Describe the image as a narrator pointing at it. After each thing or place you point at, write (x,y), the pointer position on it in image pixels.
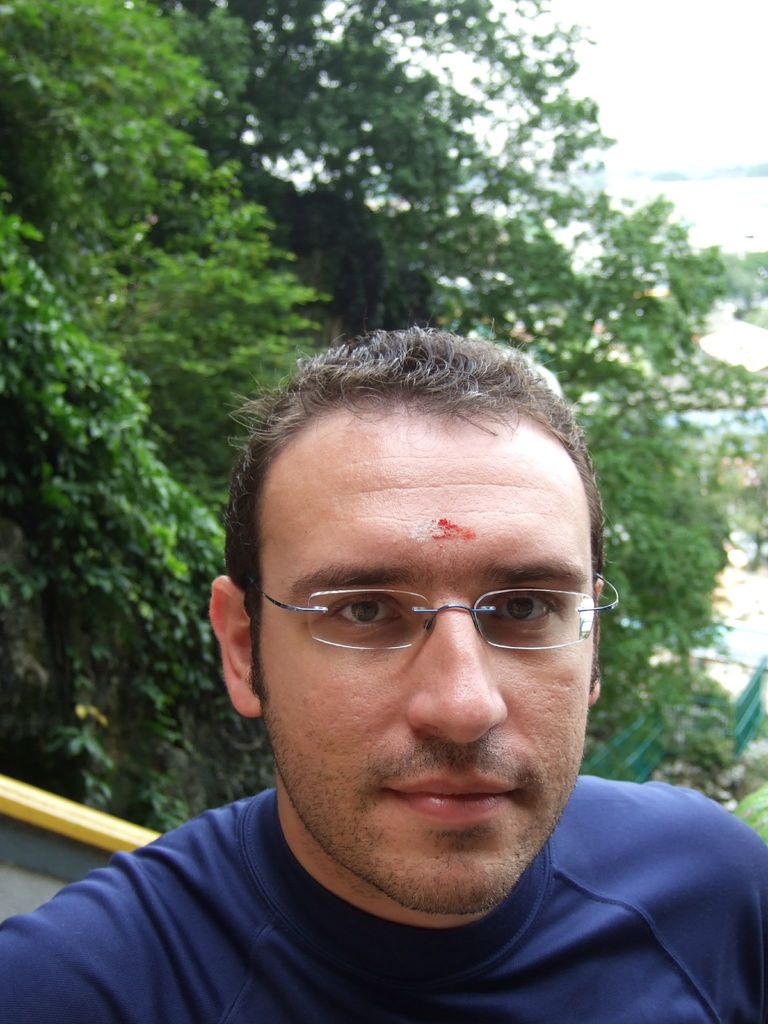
In the center of the image (421,530), we can see a man (418,707) wearing glasses (510,639) and in the background (527,282), there are trees (373,220).
